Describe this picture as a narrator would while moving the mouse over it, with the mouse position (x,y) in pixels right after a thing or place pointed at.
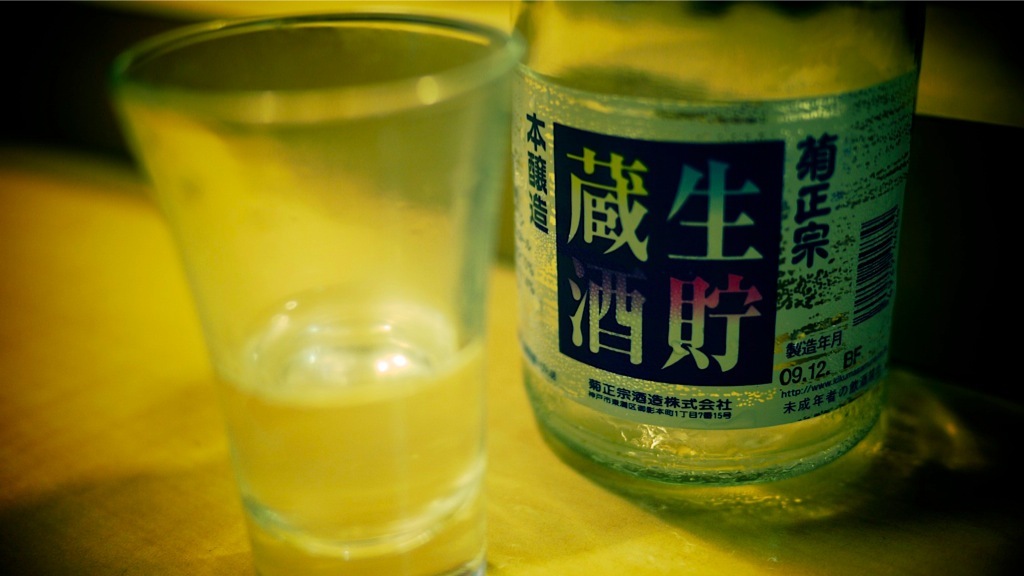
In this picture, we see glass (398,367) and a glass bottle (633,270) are placed on the table (607,514). The glass (402,502) contain some liquid (271,403) in it and the glass bottle (611,270) has a sticker (815,191) which is pasted on it, and it contains some text (618,349) written on it.
